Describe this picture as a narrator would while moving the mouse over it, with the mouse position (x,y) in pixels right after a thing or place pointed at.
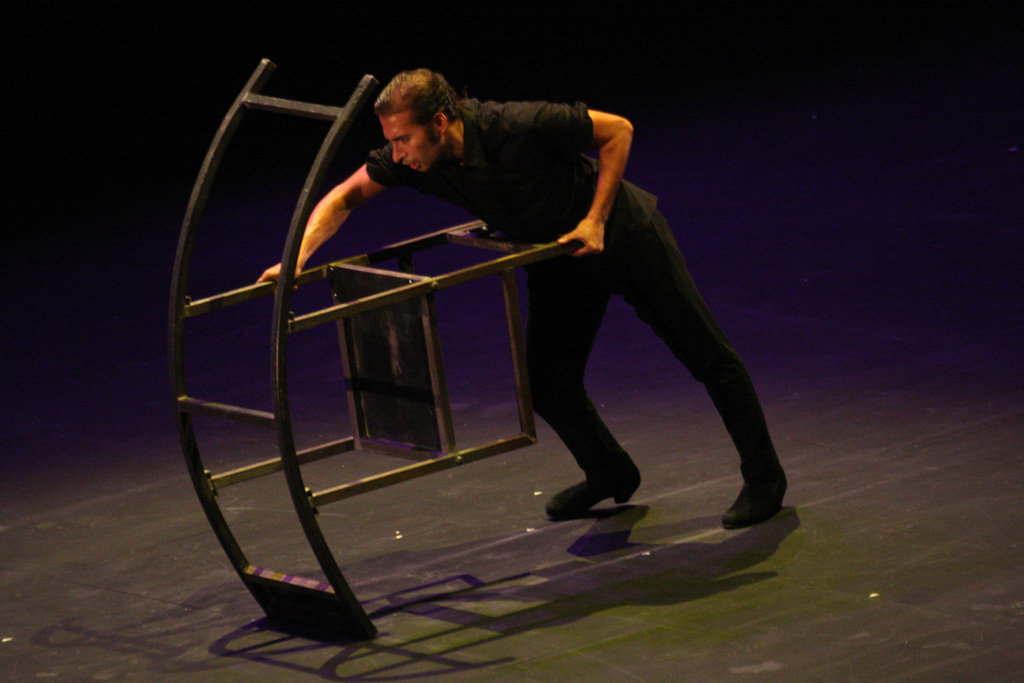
In this image there is a person (472,167) pushing a metal object (337,599) on a floor (709,537), in the background (180,100) it is dark.
